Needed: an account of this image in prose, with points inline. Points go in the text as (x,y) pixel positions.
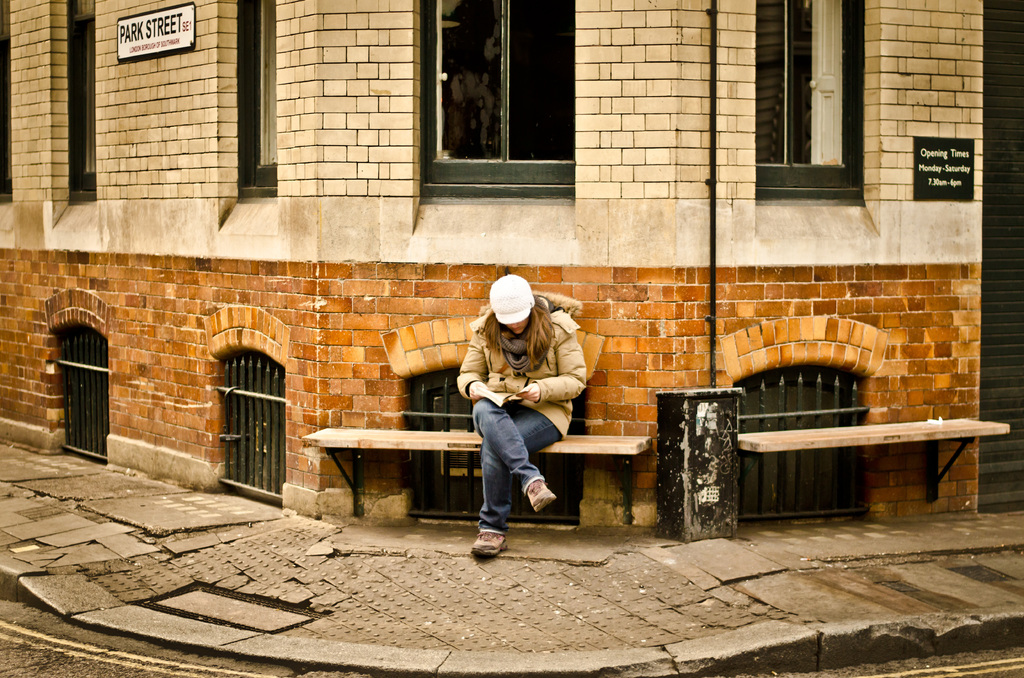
Here we can see a woman (512,290) is sitting on the bench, and at back (636,179) here is the wall (650,113) made of bricks (656,55), and here is the window (530,67), and here is the building (203,235).
